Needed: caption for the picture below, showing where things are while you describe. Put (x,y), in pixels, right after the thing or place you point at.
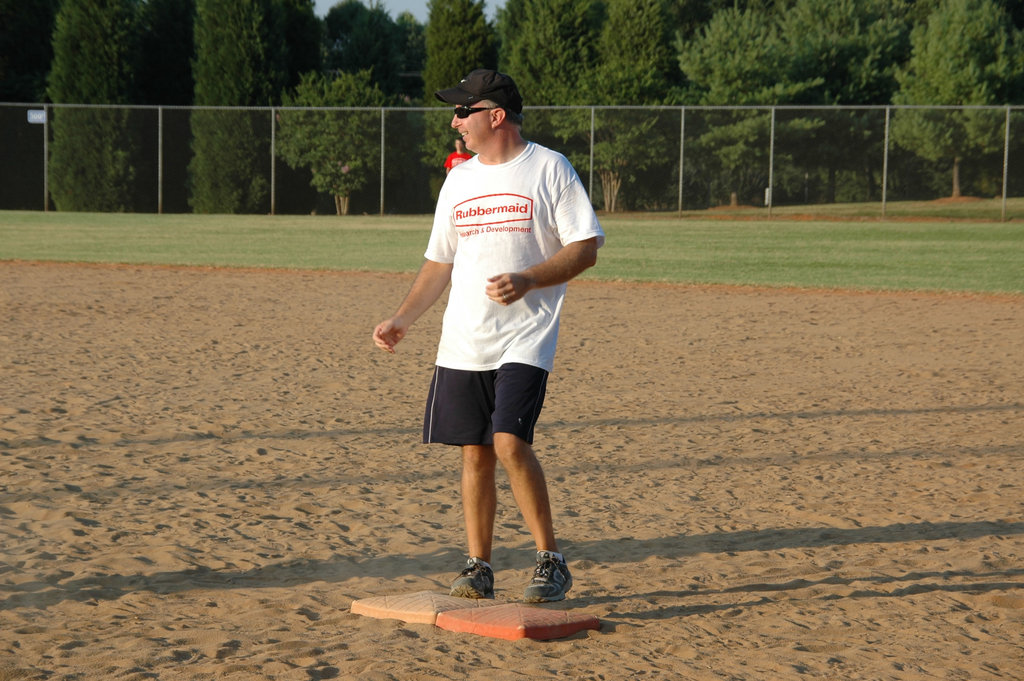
In this image in the foreground (509,372) there is one person (489,421) who is walking, and at the bottom (455,572) there is sand (697,594) and there are two boards (453,609) on the sand (622,672). In the background (436,147) there is another person (451,155) and a net (395,161) and some trees (190,98) and grass (183,260).
